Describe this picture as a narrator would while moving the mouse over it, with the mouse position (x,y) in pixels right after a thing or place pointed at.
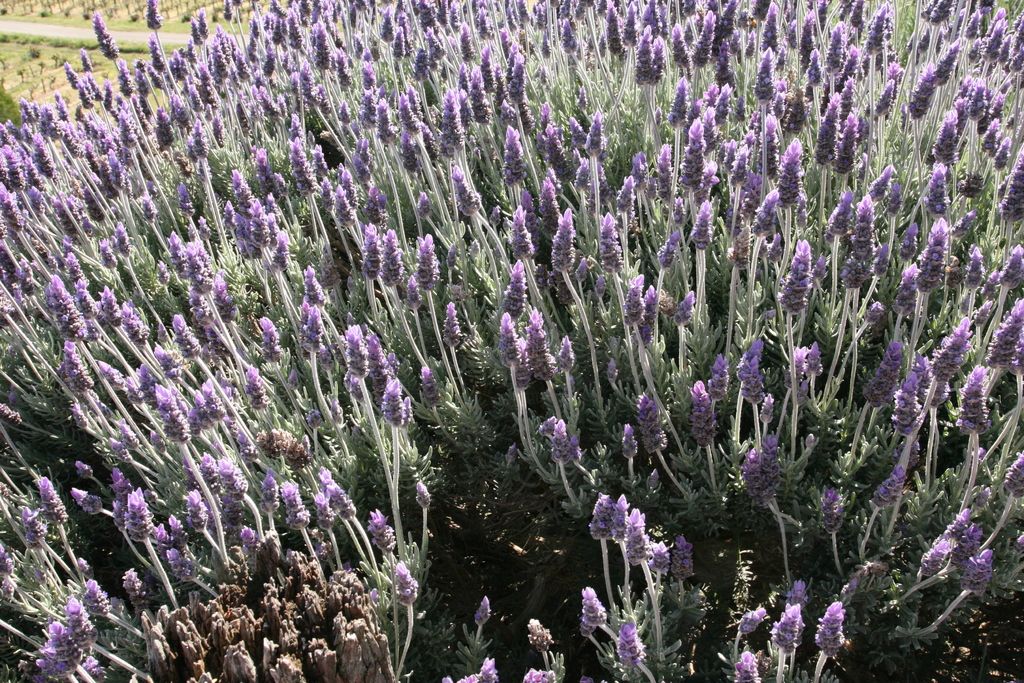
In this image we can see purple color flower field (384,314).
